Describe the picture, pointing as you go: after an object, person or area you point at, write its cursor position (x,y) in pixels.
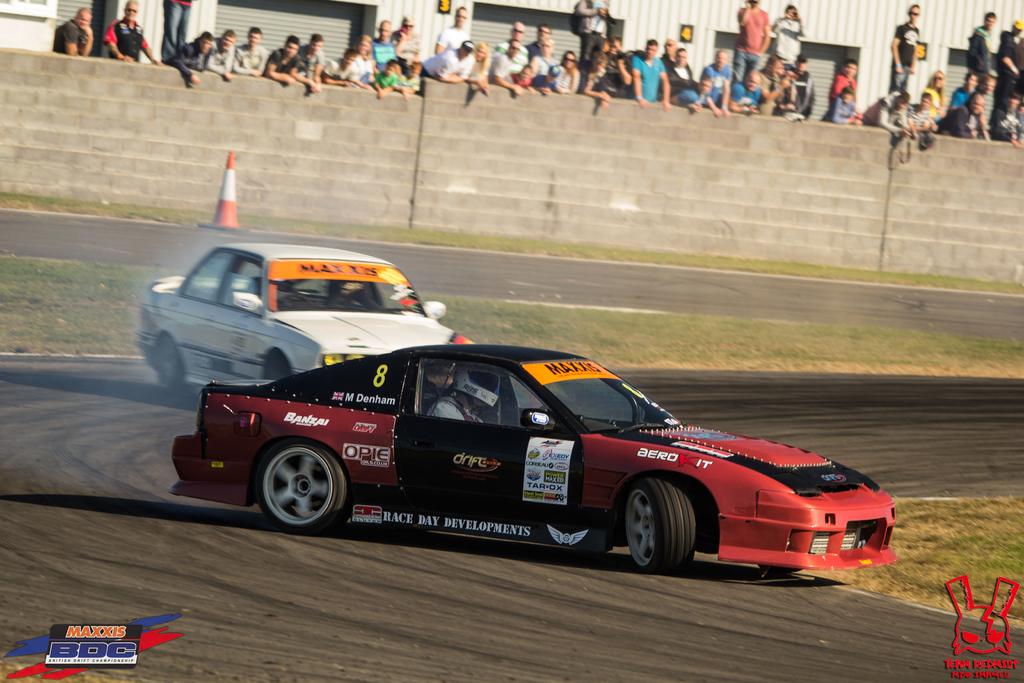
In the center of the image (344,398) there are two cars (508,462). In the background of the image (889,130) there are people (57,40) standing. There is a wall (236,140). There is a safety cone (229,222). There is grass (70,315).
